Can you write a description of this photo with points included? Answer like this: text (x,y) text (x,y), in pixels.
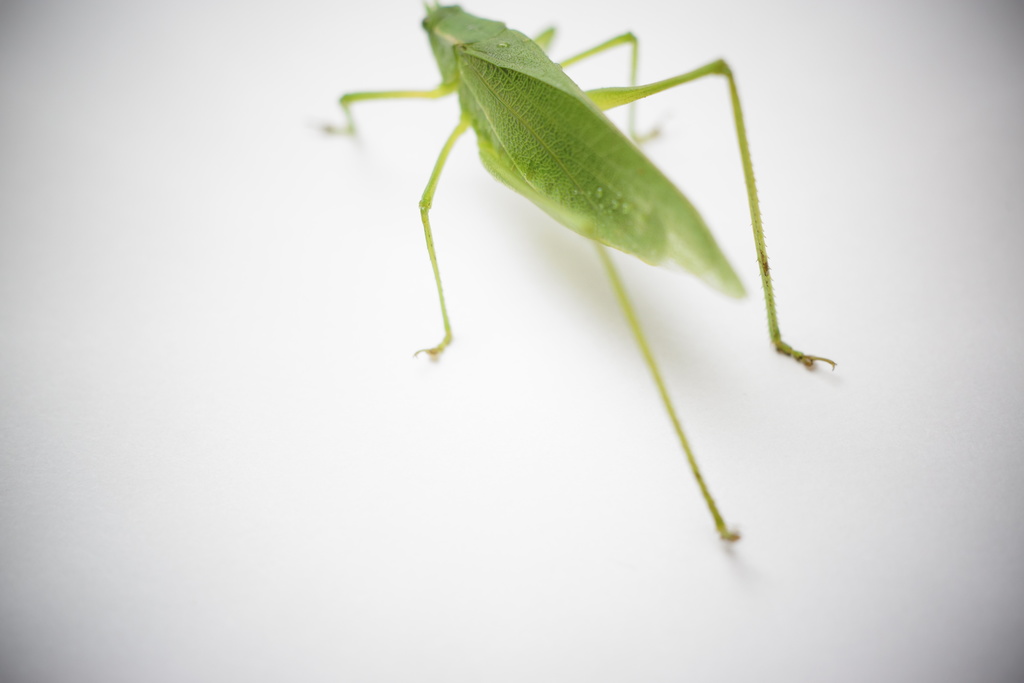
In this picture there is a grasshopper (502,85). At the bottom (796,533) there is a white background (849,558) and this is an edited picture.
